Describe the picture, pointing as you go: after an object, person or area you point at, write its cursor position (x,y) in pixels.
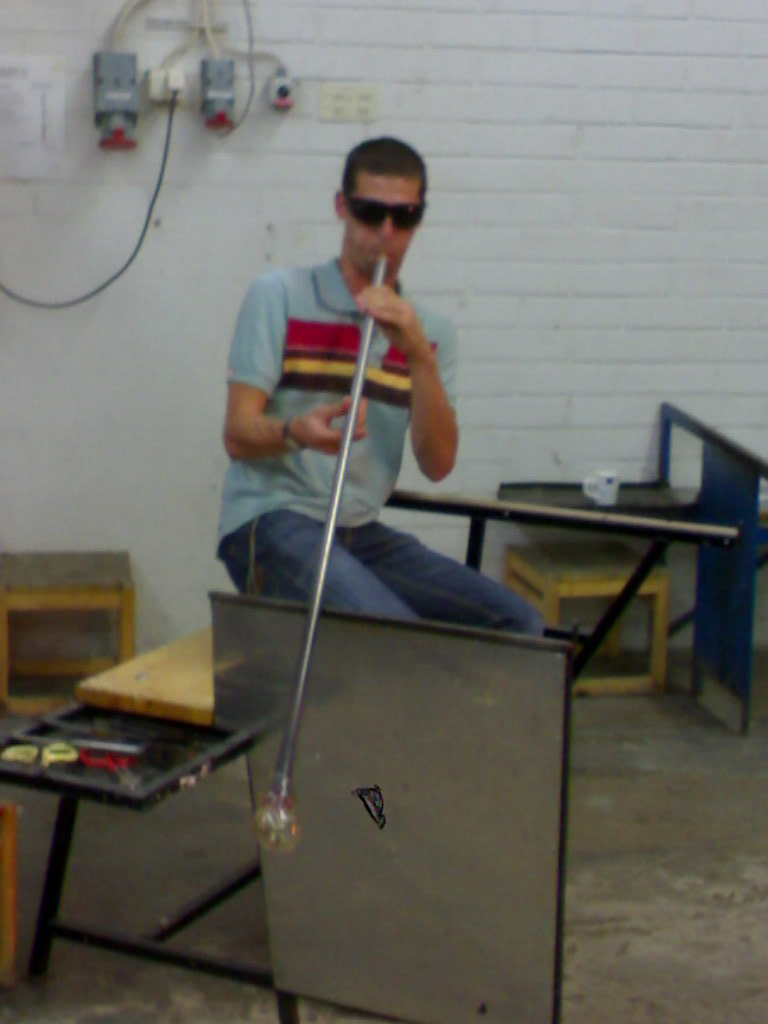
In this image we can see a man (274,406) sitting on a bench (127,742) and holding a rod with his hands (402,340). Here we can see a board (422,714), stools (540,553), cup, and few objects (703,560). In the background (579,395) we can see wall (67,292), poster (55,169), cables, and devices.
